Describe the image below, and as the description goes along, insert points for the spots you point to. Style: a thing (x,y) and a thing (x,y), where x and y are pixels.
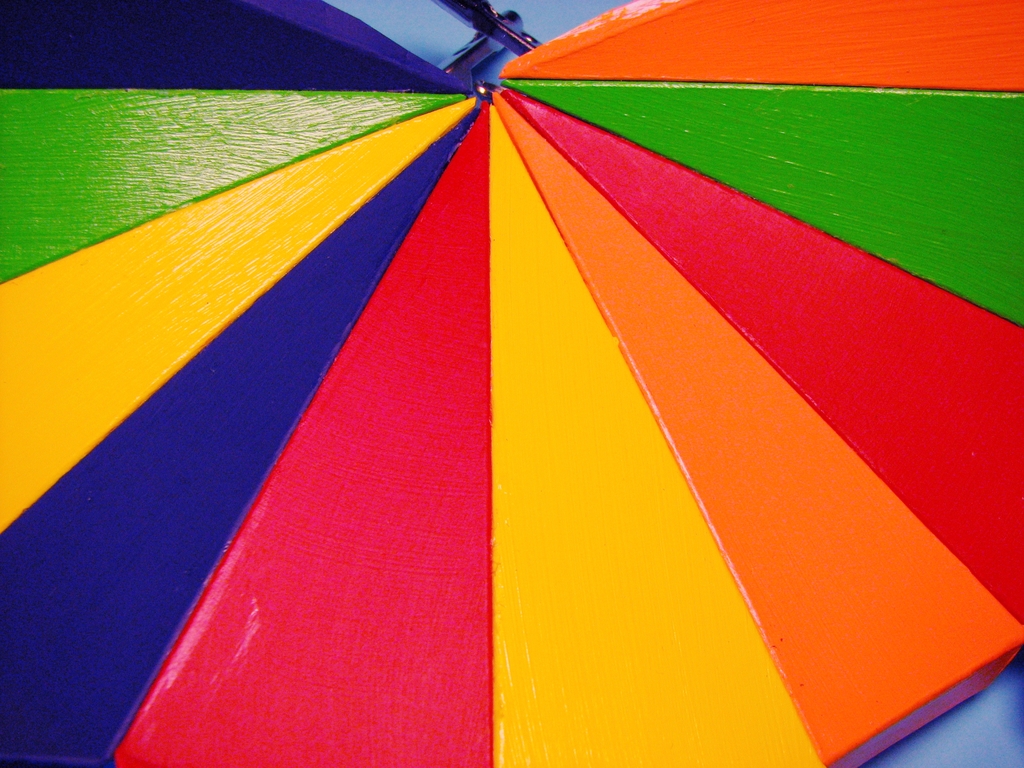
In this image we can see multiple colored objects (563,390).
